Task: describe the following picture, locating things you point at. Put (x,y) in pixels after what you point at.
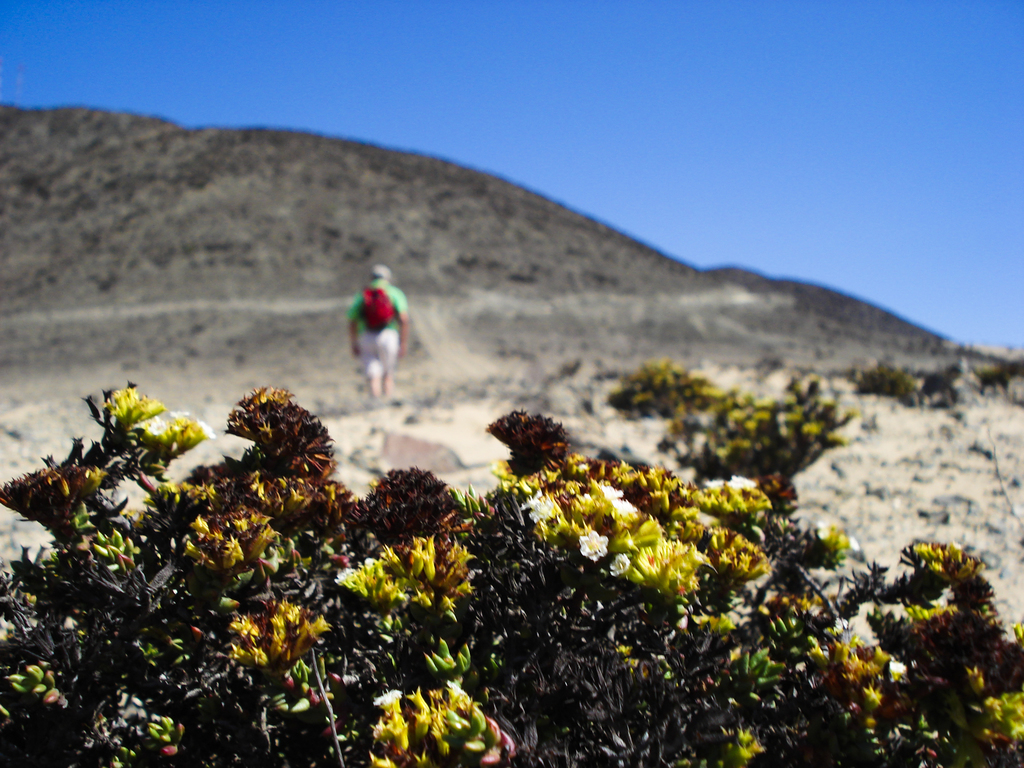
In this image, I can see the plants (681,521) with flowers (654,578). Here is a person (373,333) standing. He wore a backpack bag (385,312), which is red in color. In the background (334,299), that looks like a hill (694,320).
